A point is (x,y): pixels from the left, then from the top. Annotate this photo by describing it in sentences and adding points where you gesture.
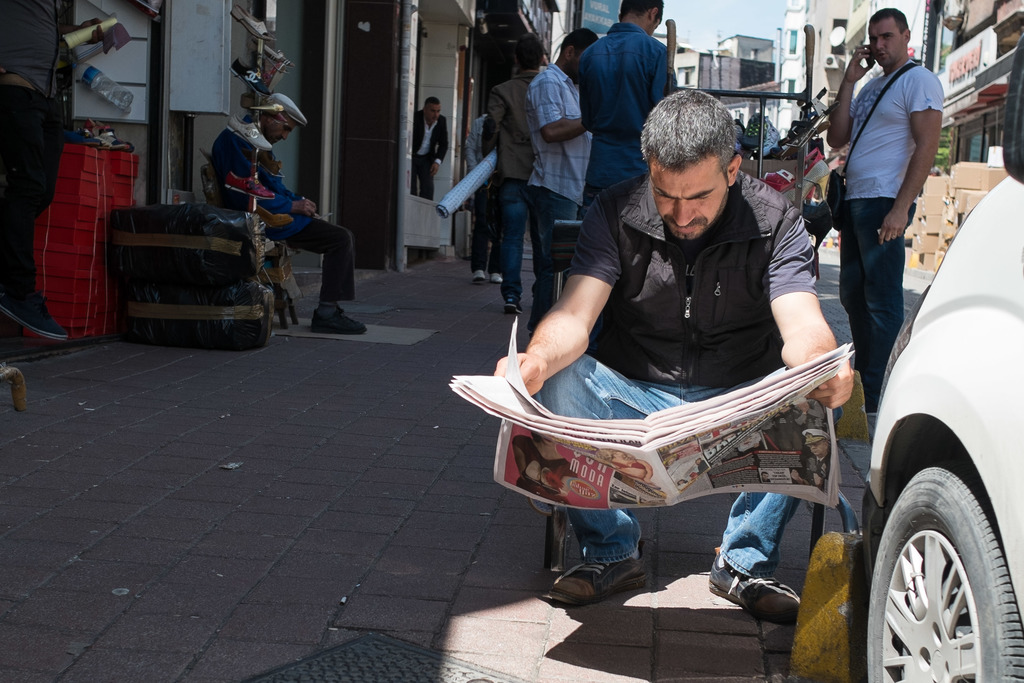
On the right side of the image (911,388) there is a car (914,495). Beside the car (911,524) there is a man (612,307) sitting and holding papers (733,423). Behind him there are few people (559,152) standing. On the left side of the image (163,153) there is a store (126,68) with a person (33,25), red color boxes (83,177) and some other things (107,82). In front of the store (120,121) there are black color objects (120,247). Beside them there are few items (241,124) hanging. Beside them there is a person (272,117) with cap (300,119) is sitting. In the background (376,217) there are buildings (976,126) and also there are cardboard boxes (926,200).
